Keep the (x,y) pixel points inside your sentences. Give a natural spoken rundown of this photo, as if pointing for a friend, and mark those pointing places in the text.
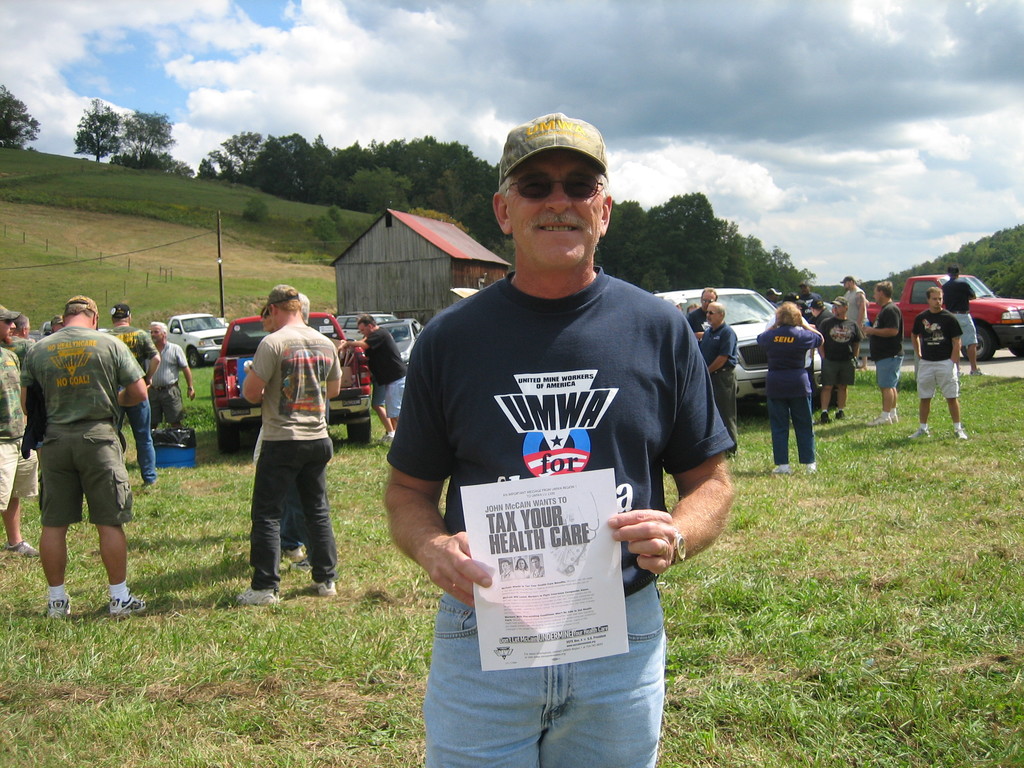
In this image I can see the group of people (493,481) and vehicles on the grass (811,564). I can see one person (422,518) holding the paper (569,619). In the background (430,292) I can see the shed (444,221), many trees (431,204), clouds (266,50) and the sky (241,62).
